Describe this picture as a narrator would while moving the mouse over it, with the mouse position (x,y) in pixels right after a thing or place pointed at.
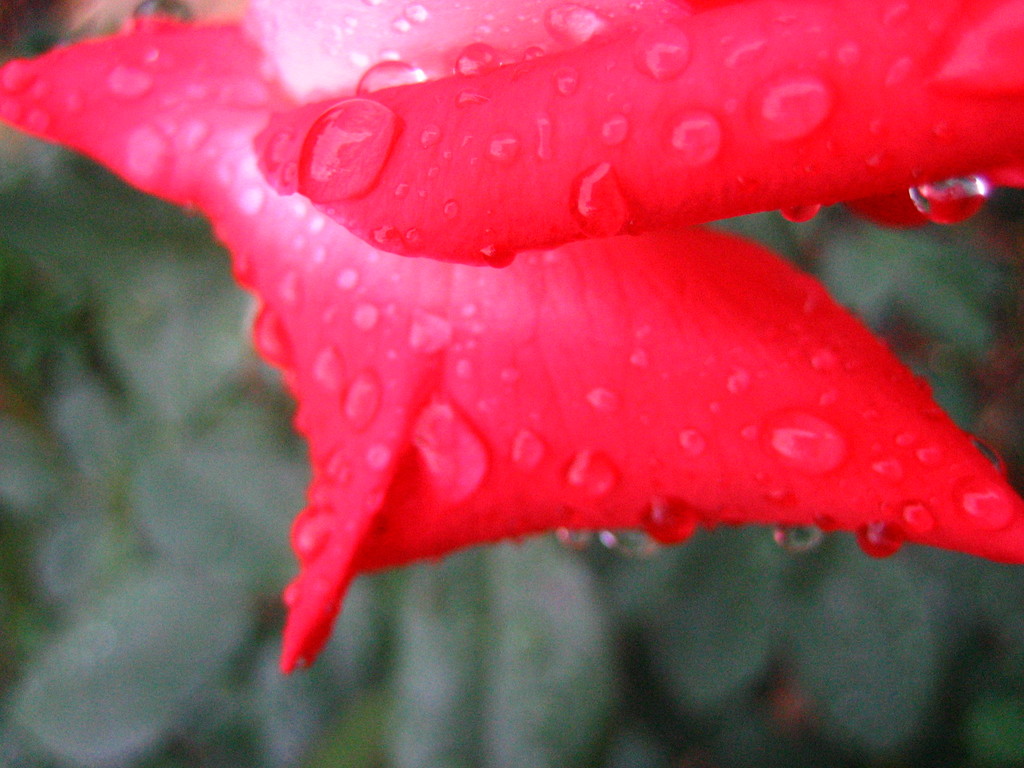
In the picture we can see a rose petals (310,620) which are red in color with water droplets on it and behind we can see some plants (107,679) which are blurred.
